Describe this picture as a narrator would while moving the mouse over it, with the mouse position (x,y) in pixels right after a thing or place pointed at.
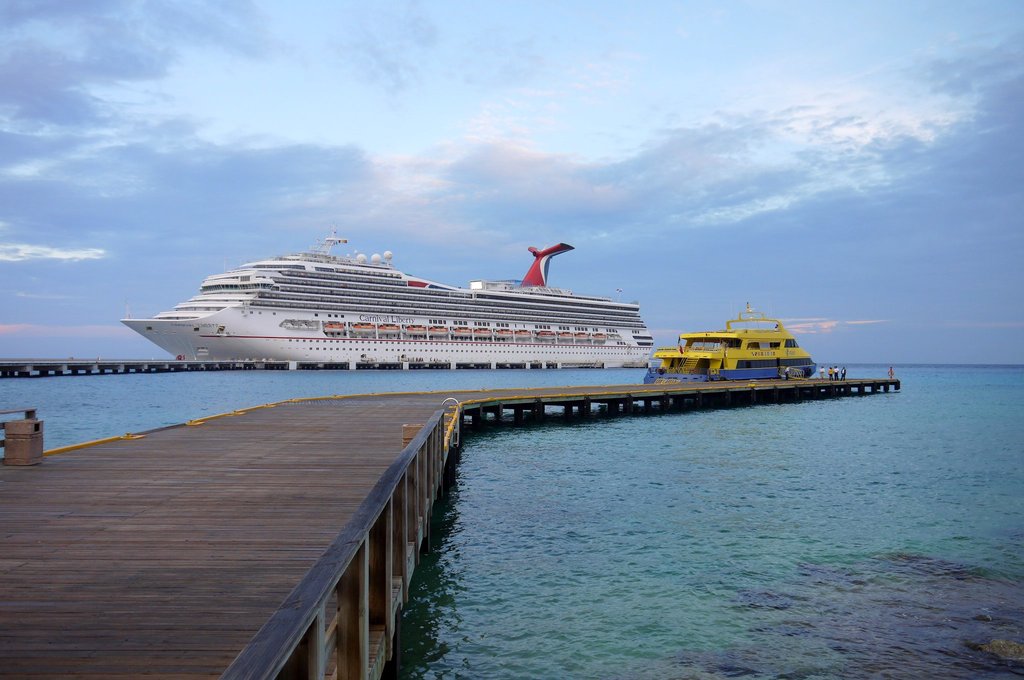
In this image there is the sky (535,146) truncated towards the top of the image (438,125), there are clouds (94,176) in the sky (278,118), there is a sea (738,541) truncated, there are ships (321,322) in the sea (184,405), there is a wooden surface (99,565) truncated towards the bottom of the image (101,601), there is a bridge (182,366) truncated towards the left of the image (19,370), there is an object (39,436) on the wooden surface (61,471), there are persons (833,372) standing on the wooden surface (816,382), there is an object (546,258) behind the ship (529,282).
